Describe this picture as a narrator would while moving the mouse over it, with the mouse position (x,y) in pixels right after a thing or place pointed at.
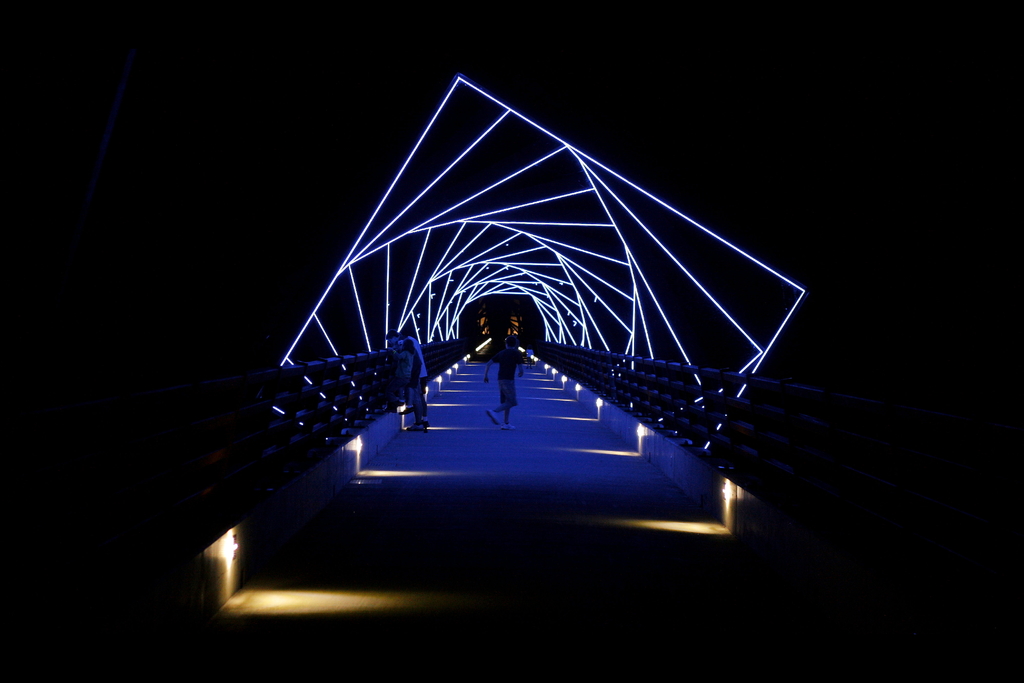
Here in this picture we can see some people (503,386) standing and walking on the floor (483,414) and we can see different kind of tube light (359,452) present over there.
